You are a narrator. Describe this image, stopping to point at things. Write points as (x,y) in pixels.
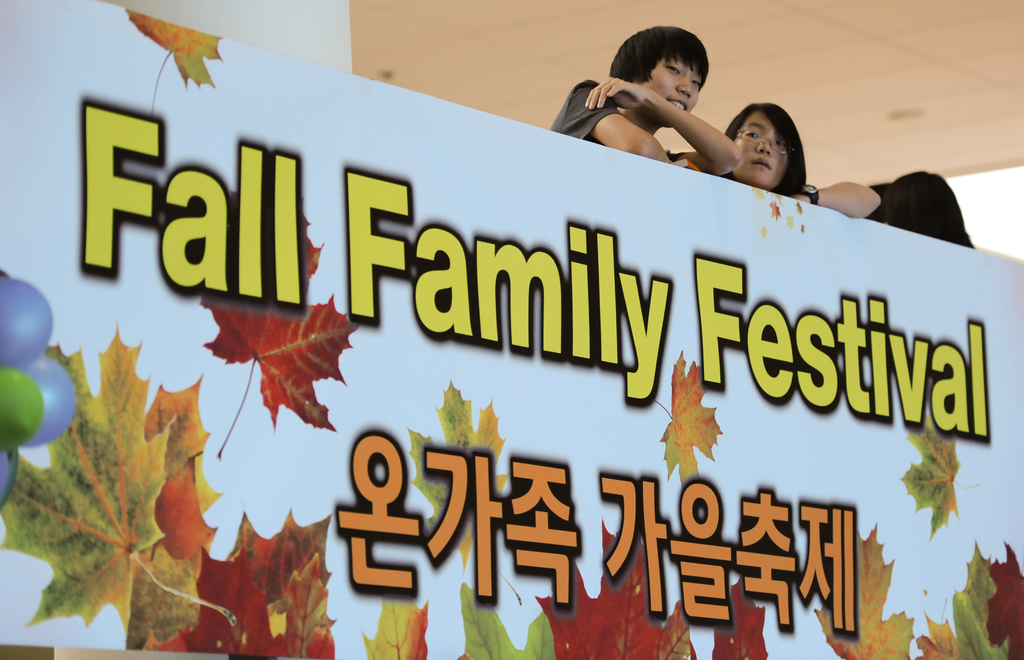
In this image we can see a wall (466,297) with some text (681,492) written on it and there are three people (643,100) standing behind the wall (655,193).
